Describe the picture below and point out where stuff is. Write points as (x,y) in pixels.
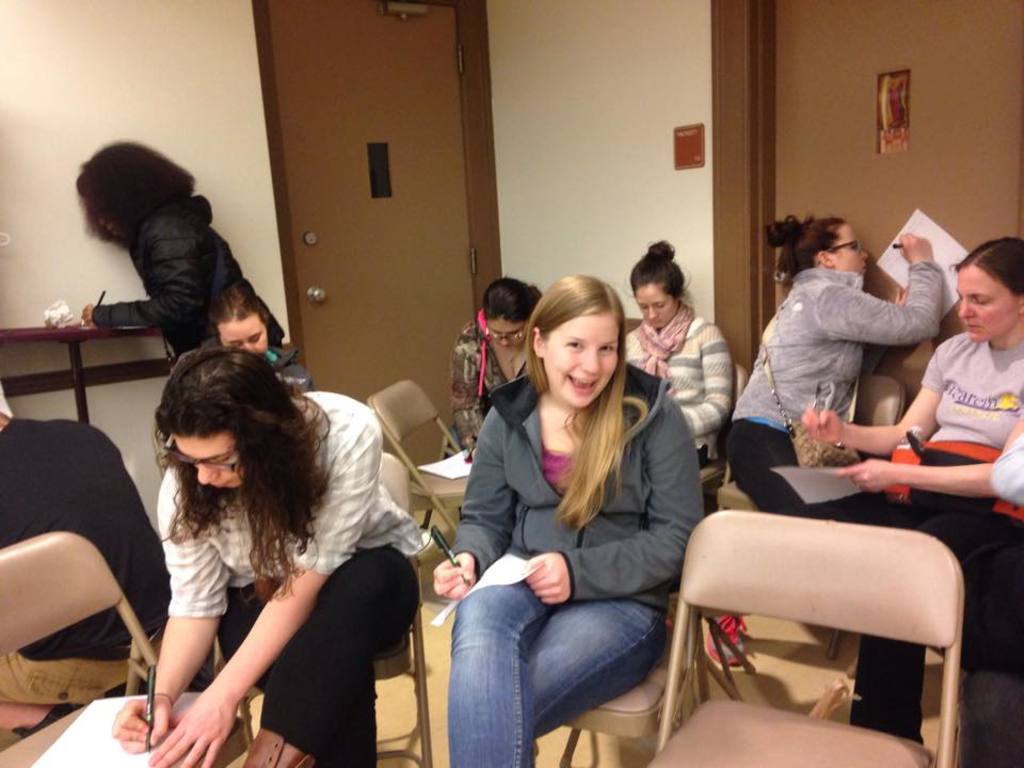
In a room (30,115) there are lot of chairs (889,558) where lot of girls (839,400) sitting and writing something on paper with pen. There are two doors (417,140) on the adjacent sides of the room (260,147).
